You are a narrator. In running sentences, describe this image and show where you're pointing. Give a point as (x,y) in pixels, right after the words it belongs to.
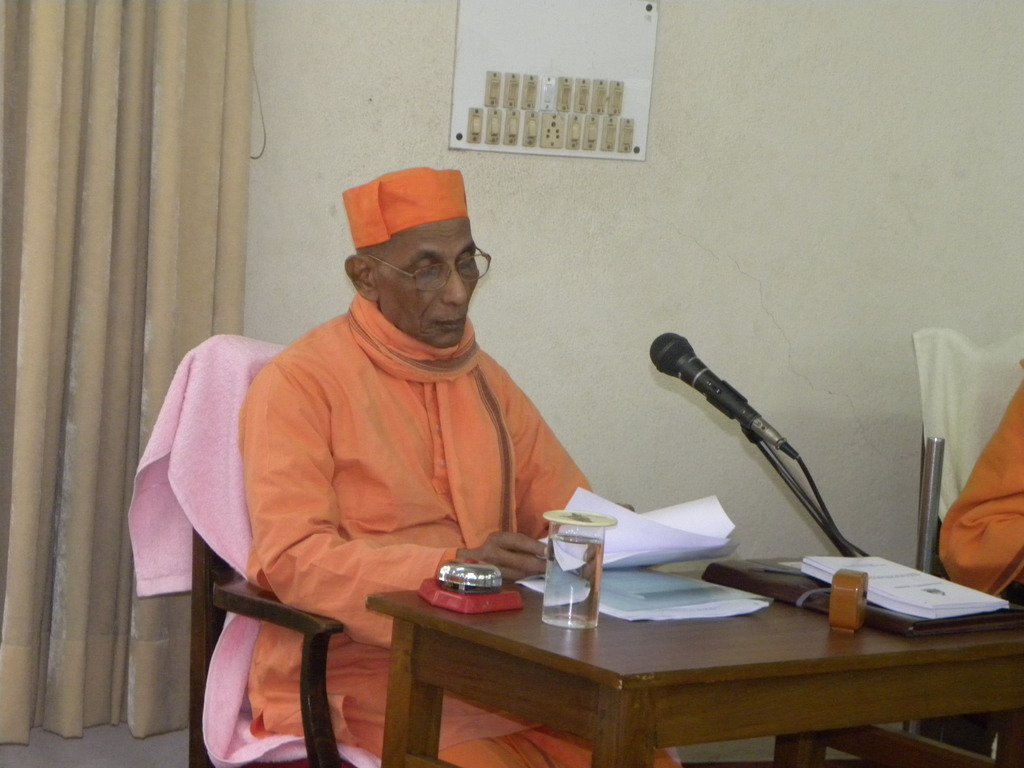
This person (312,433) sitting on the chair (235,553). We can see table (762,648). On the table (805,663) we can see microphone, papers (721,520), book (928,575), glass (572,600). On the background (763,140) we can see wall (696,32), switch board (569,130), curtains (66,162). This is floor (156,748).
